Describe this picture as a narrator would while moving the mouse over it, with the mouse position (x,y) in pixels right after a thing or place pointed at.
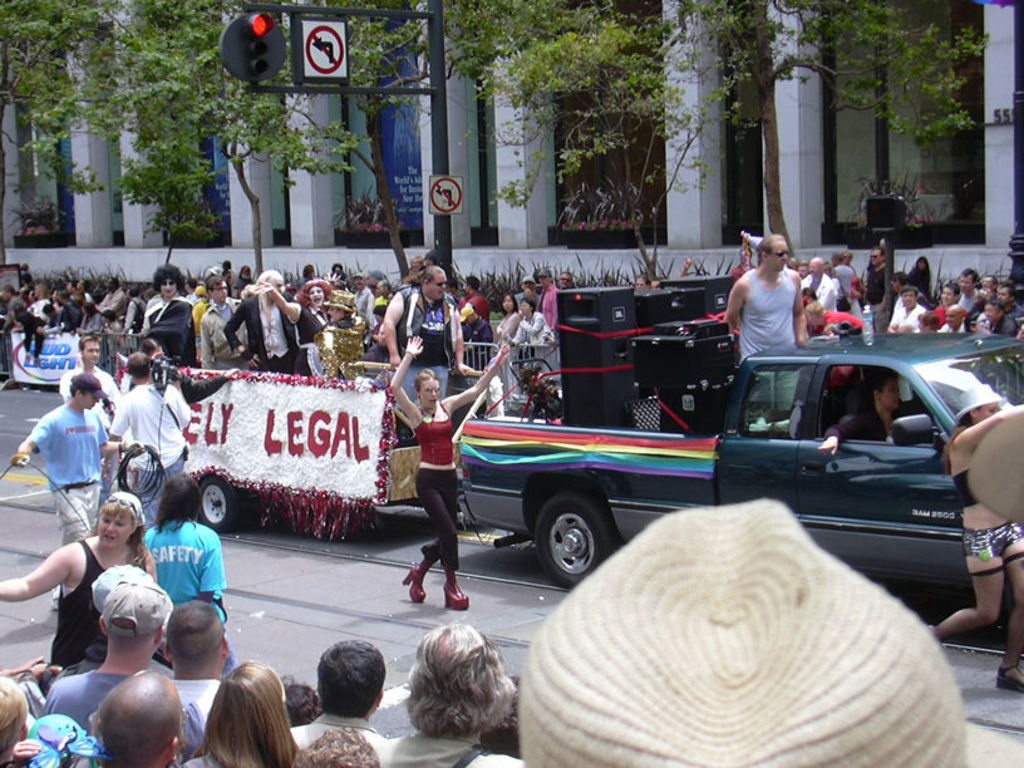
In this image we can see a car (856,466) is moving, on the back of the car (836,470) speakers (578,408) are there and it is attached to one more vehicle (302,442). To the both side of the road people (951,294) are standing and watching. Background of the image (827,169) building (542,199), pole (358,89), signal light (241,74) and trees (110,69) are present.
